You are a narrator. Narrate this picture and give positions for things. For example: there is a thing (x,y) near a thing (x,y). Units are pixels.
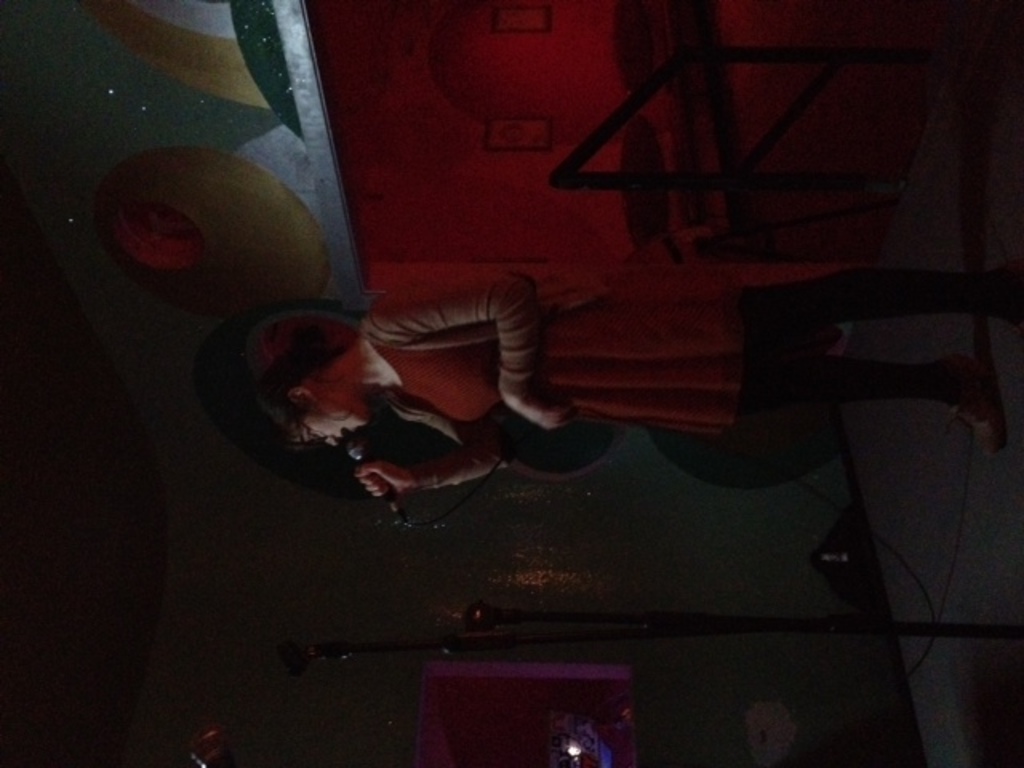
In the center of the image (513,330) we can see a lady (563,362) is standing and holding a mic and singing. At the bottom of the image (446,634) we can see the mics (292,651) with stands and wires (918,578), lights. On the right side of the image (982,333) we can see the floor (984,564). In the background of the image (651,673) we can see the wall (374,747).
